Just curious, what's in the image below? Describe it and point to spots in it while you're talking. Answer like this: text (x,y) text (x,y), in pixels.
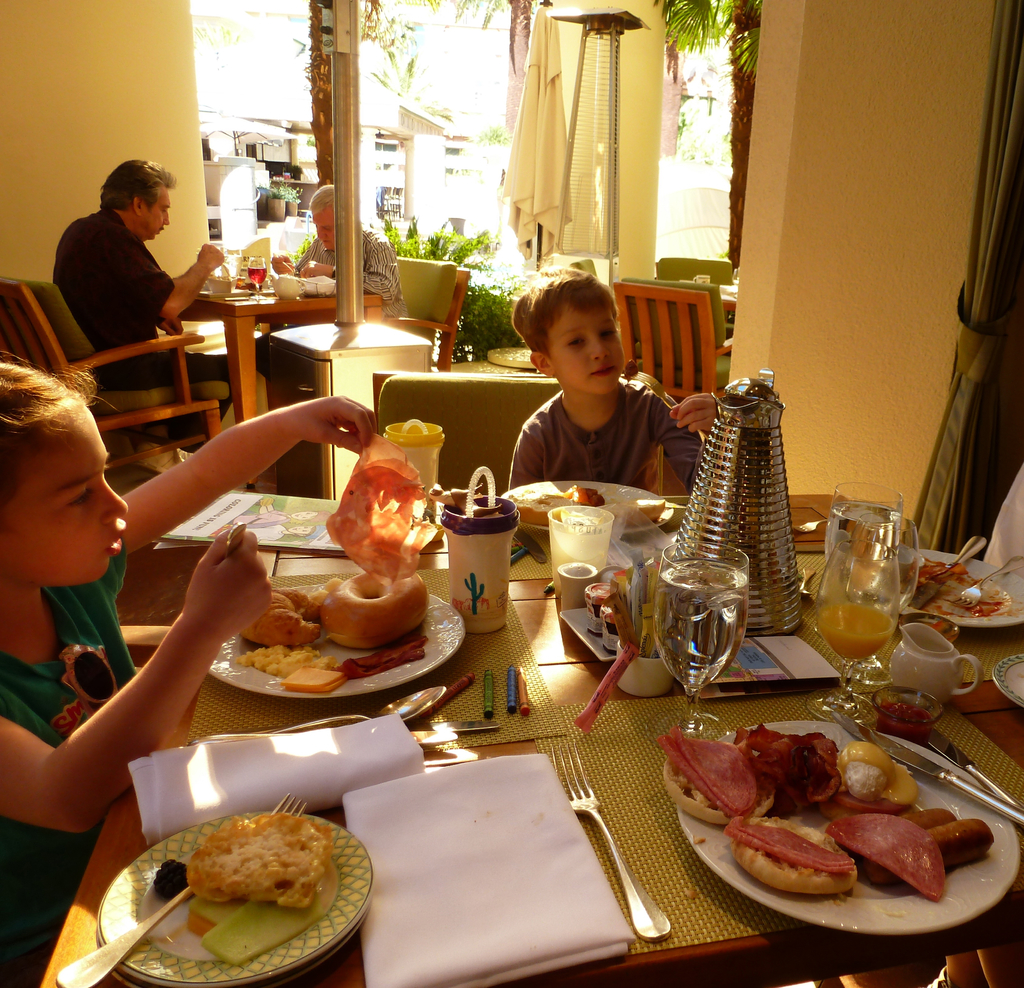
Here we can see a couple of children (587,393) sitting on chairs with a table (278,657) in front of them having food (409,531) and there are also couple of men (173,310) sitting on chairs (160,347) with table (204,305) in front of them.
